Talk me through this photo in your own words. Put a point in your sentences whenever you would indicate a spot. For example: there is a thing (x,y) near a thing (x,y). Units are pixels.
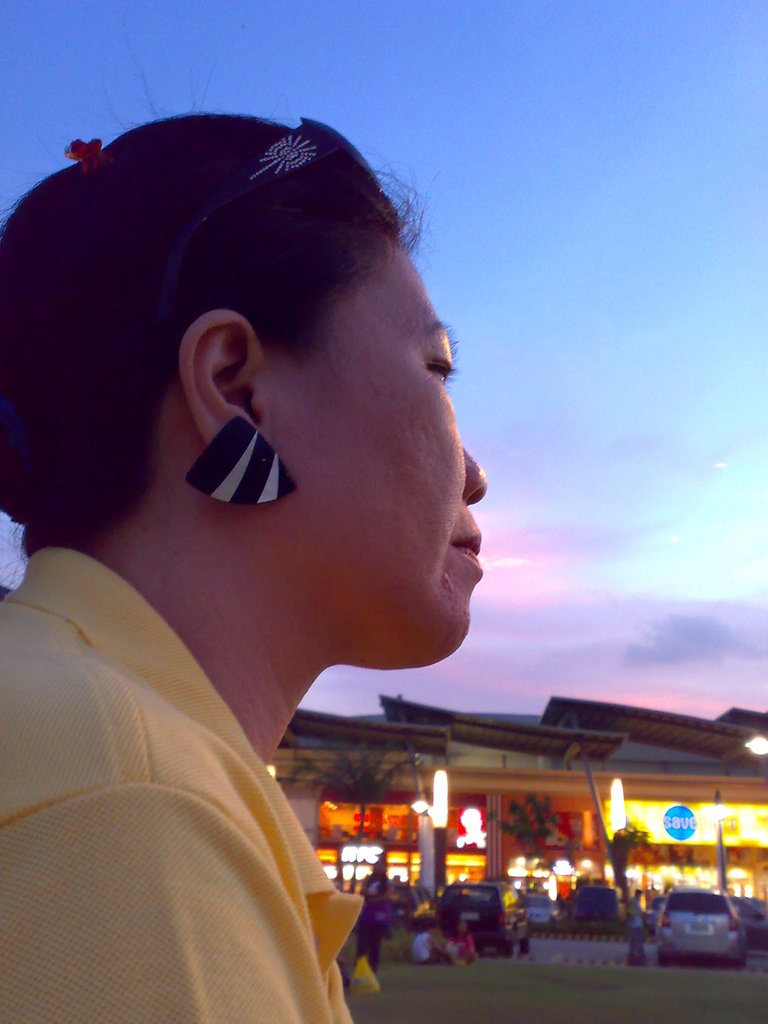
This is woman (224,834), there are vehicles (589,916), this is building (550,782), this is tree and a sky (587,360).
